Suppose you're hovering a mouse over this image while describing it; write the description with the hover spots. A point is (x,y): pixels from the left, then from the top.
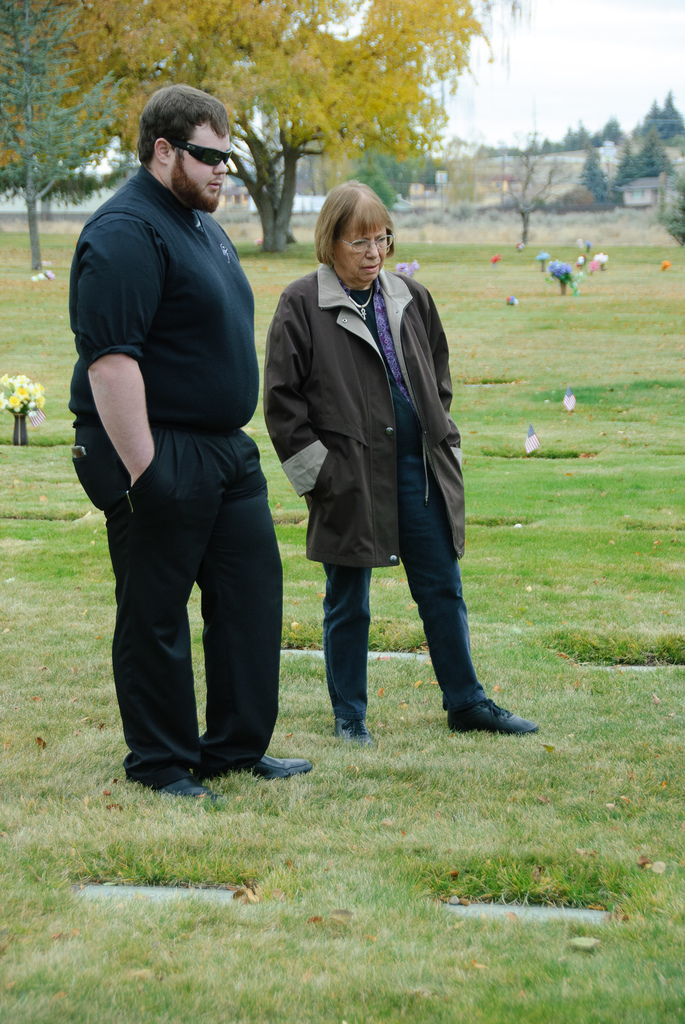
In the picture I can see a man (271,533) and a woman (335,578) are standing on the ground (380,744). In the background (646,313) I can see trees (237,124), grass (655,310), the sky (554,13) and some other objects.
